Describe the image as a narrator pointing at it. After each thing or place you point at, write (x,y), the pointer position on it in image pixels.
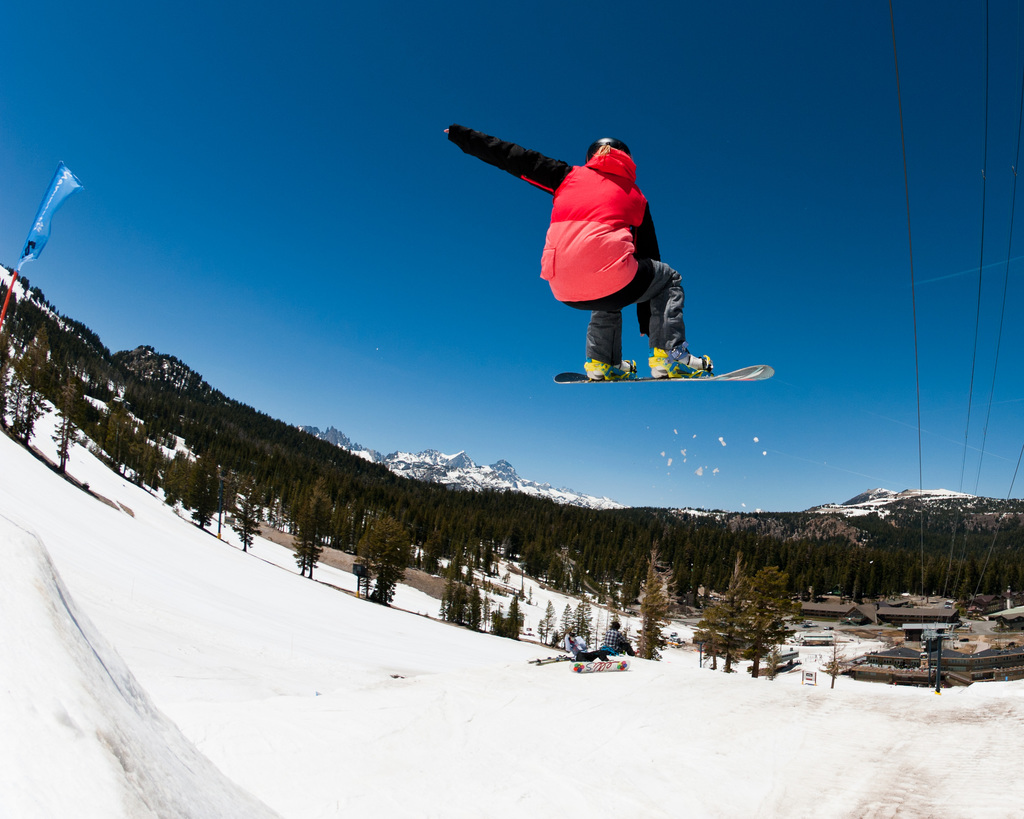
In this image I can see ground (257,598) and on it I can see snow (687,734). In the center of this image (665,276) I can see a person (645,264) is standing on a snow skating board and I can see these two are in the air (522,352). On the right side of this image (968,440) I can see few wires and on the left side (66,183) I can see blue colour thing (67,199). In the background (874,517) I can see number of trees (702,527), mountains (440,481) and the sky (734,331).
